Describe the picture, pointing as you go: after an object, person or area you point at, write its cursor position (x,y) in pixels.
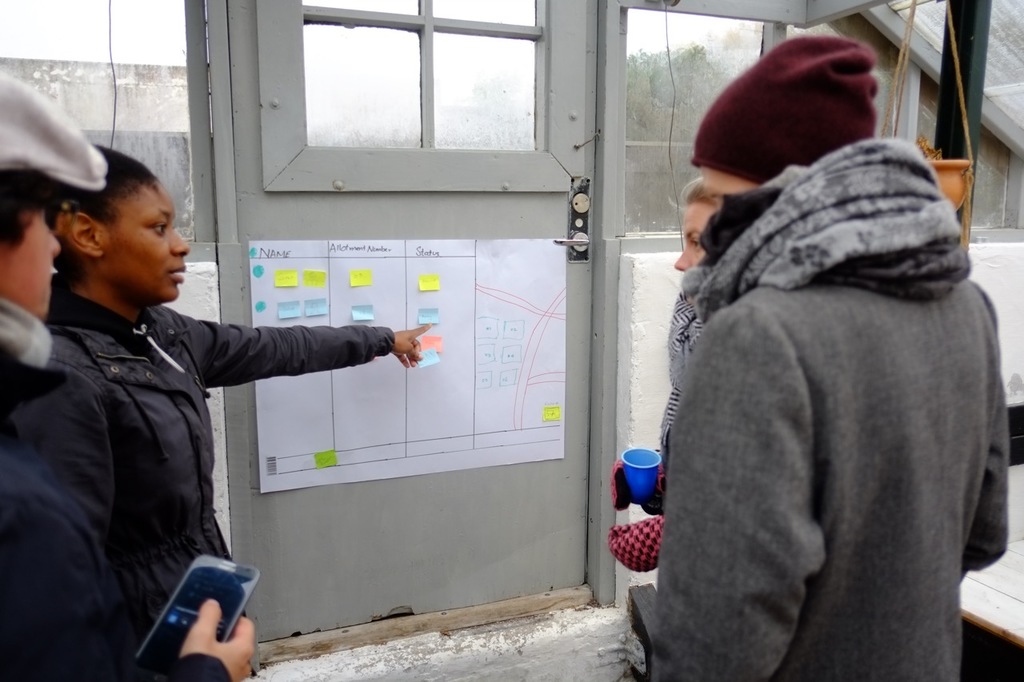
In this image there are a few people (151,286) standing, one of them there is holding a mobile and the other one is holding a cup (639,462) in her hand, in front of them on the door (376,515) there is a chart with some text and stickers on it, beside the door (367,498) there are glass windows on the wall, on the right side of the image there is a flower pot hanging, behind the flower pot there is a metal rod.
